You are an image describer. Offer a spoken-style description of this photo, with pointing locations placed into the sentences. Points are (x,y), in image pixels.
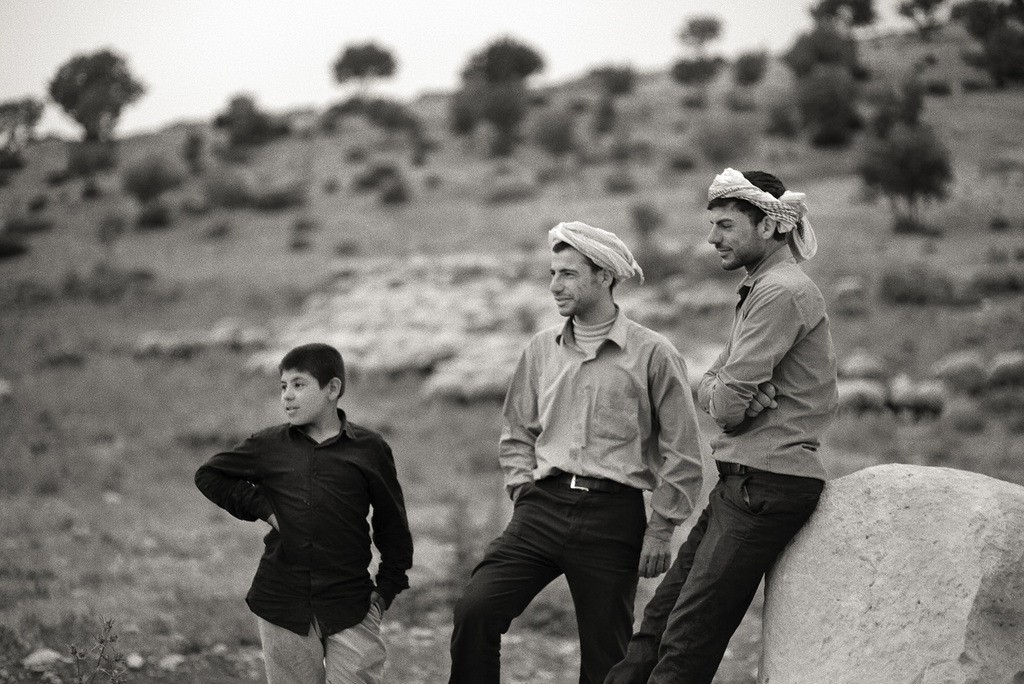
This is a black and white image. There are three persons (307,524) standing beside to this rock (924,556), and there are some trees (148,180) in the background (472,122).
